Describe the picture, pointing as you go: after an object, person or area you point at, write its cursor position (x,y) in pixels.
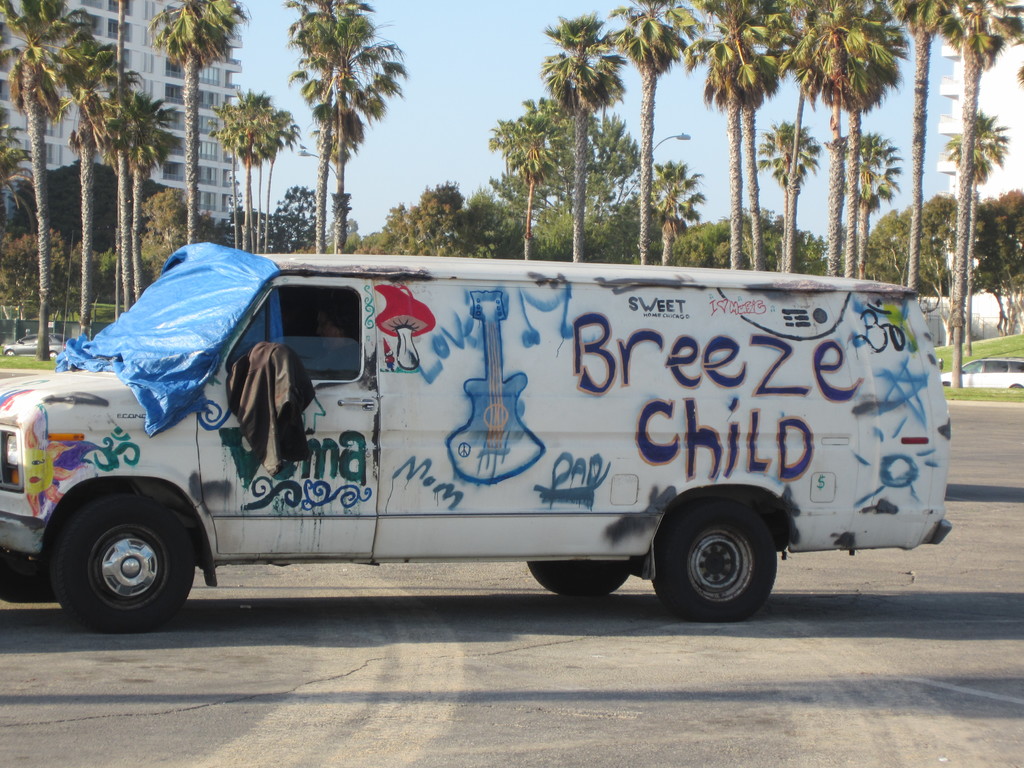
There is a vehicle (502,496) on the road (763,706). Here we can see trees (477,212), cars (971,370), and buildings (984,299). In the background (358,114) there is sky (689,131).
